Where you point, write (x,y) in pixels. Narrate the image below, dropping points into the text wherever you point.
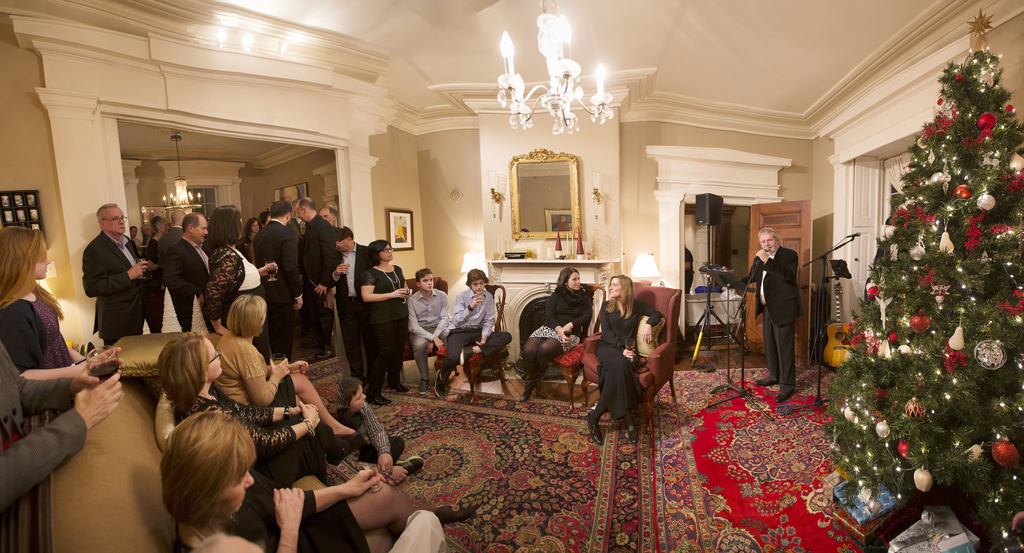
In this picture we can see a group of people (388,289) on the floor (516,455), some people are standing, some people (616,415) are sitting on chairs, sofa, here we can see a sofa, mics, speaker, guitar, door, windows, photo frames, mirror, lamp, lights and some objects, on the right side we can see a Christmas tree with decorative items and in the background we can see a wall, roof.
